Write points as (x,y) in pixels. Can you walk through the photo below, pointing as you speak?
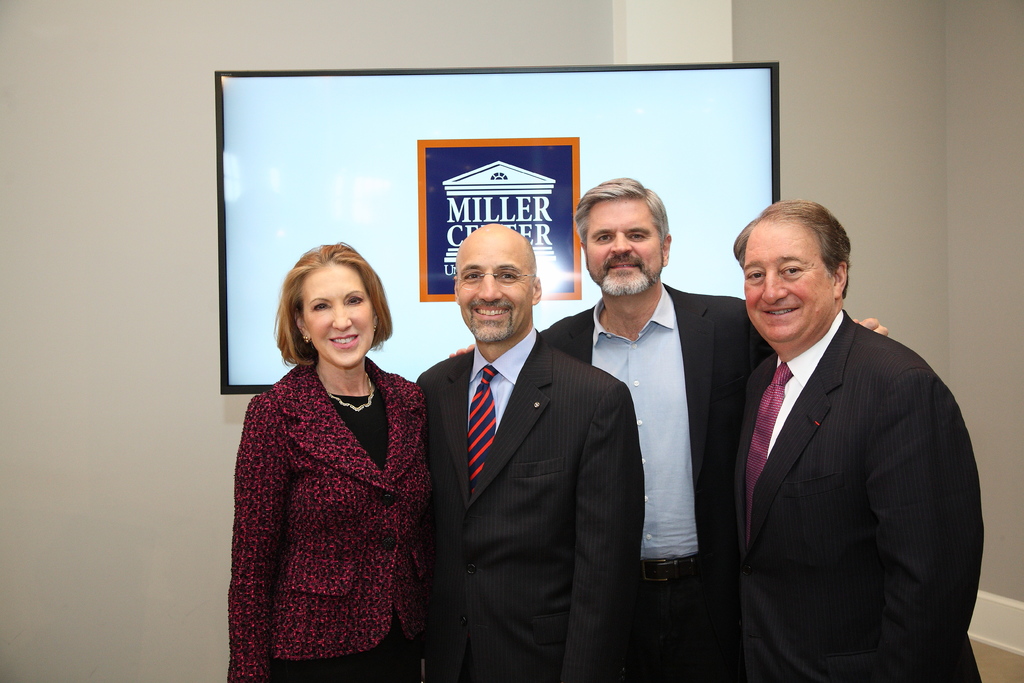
In this image we can see persons (541,470) standing on the floor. In the background (708,191) we can see television (708,191) and wall (664,52).
